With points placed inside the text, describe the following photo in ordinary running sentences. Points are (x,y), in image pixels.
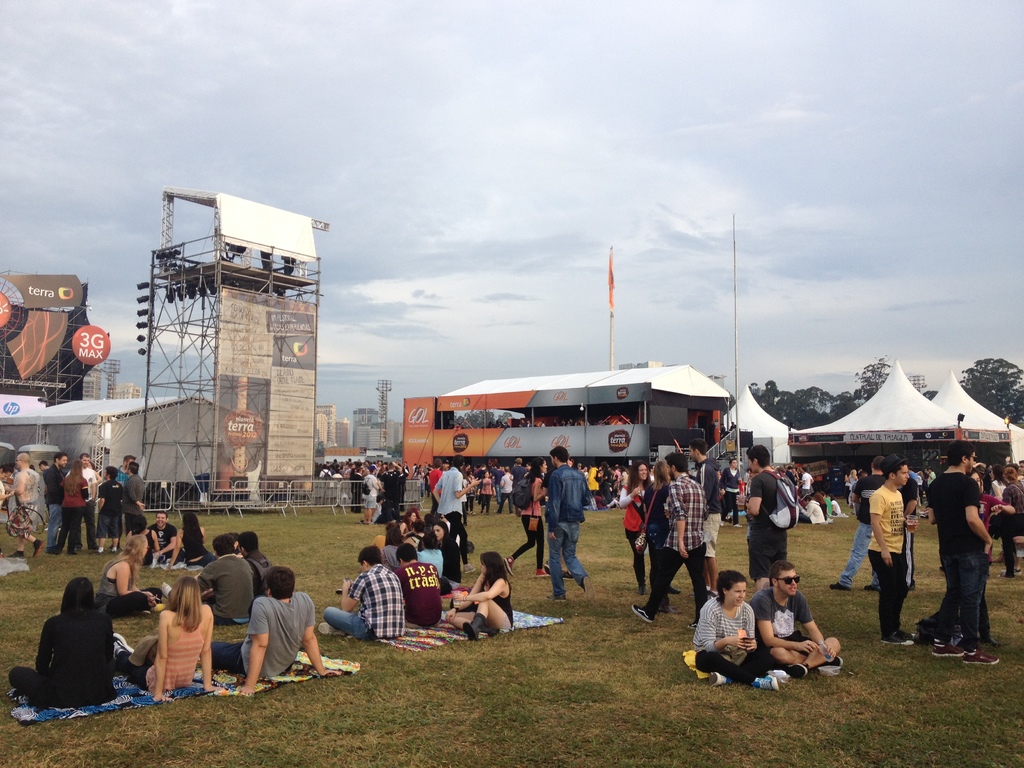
There are persons (79,506) in different color dresses (228,597), some of them are sitting on the ground (532,581), on which there is grass (432,706). In the background (758,434), there are hoardings (35,298), white color tents (888,415), there are trees (1010,392), buildings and there are clouds (274,182) in the sky (160,170).
